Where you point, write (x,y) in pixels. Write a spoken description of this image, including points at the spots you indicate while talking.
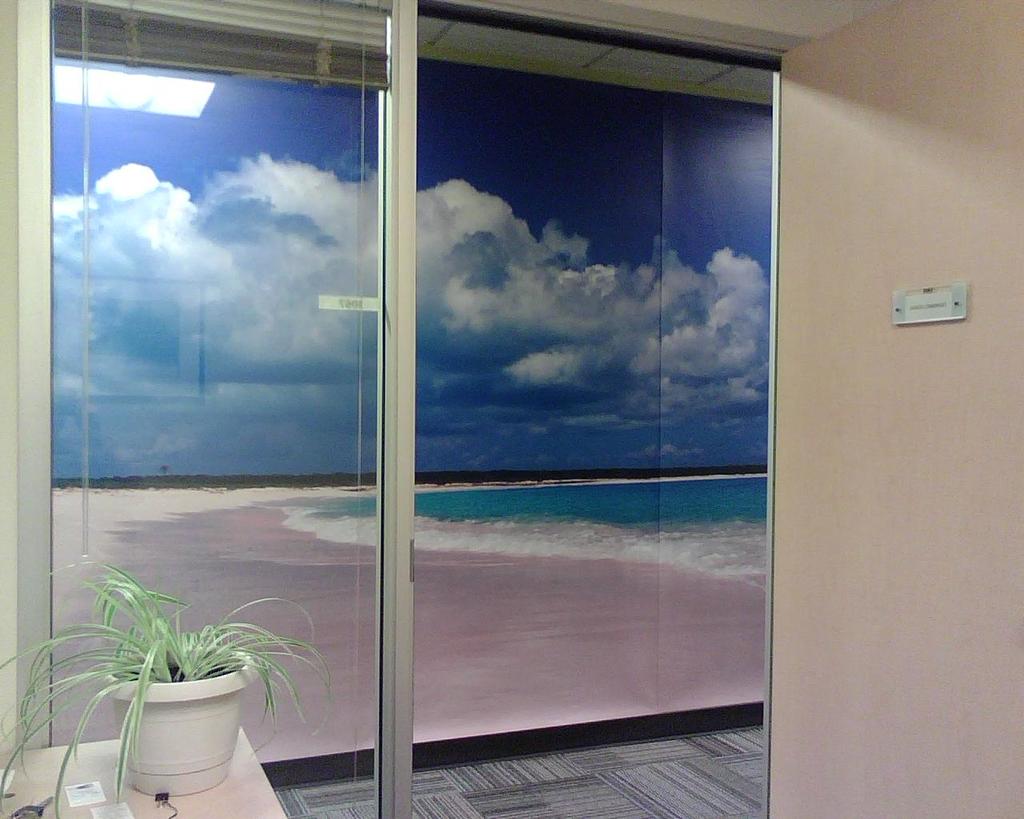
Here in this picture, in the front (164,739) we can see a table (193,800) and on that we can see a plant pot (149,646) present and behind that we can see a glass door (151,443) present and behind that we can see a beach mural (429,557) present over there and we can see clouds (465,202) in the sky (159,275).
